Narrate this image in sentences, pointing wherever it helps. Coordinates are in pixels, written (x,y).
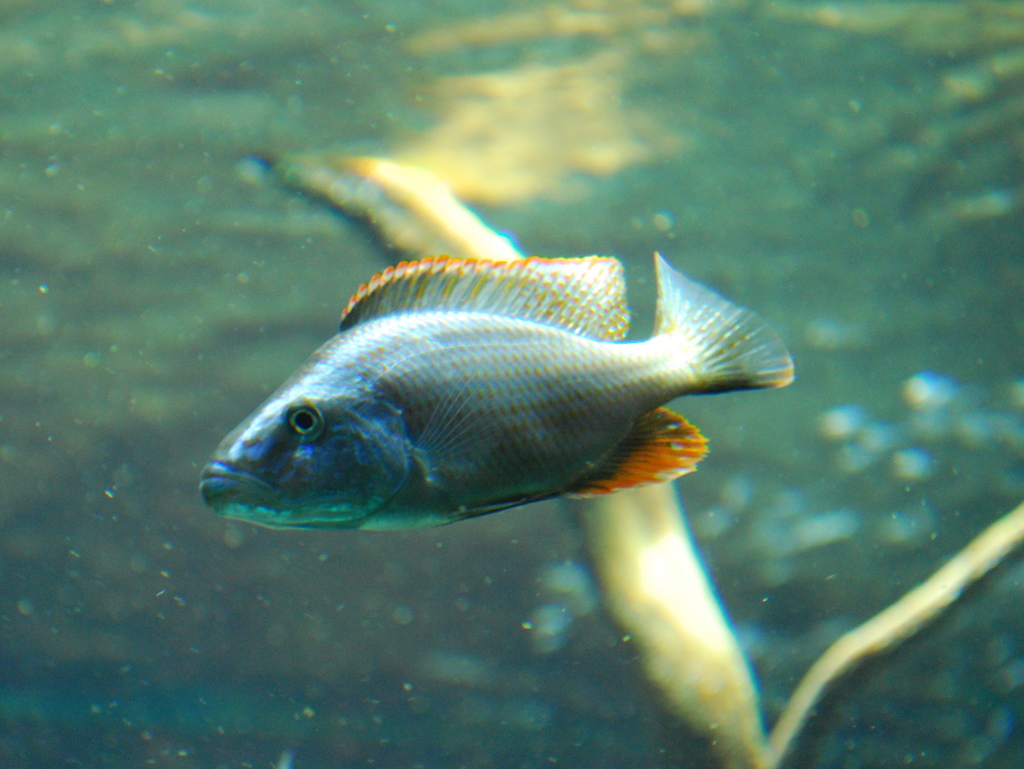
In this picture we can see a fish (381,360) in the water (599,673) and in the background (149,360) it is blurry.
